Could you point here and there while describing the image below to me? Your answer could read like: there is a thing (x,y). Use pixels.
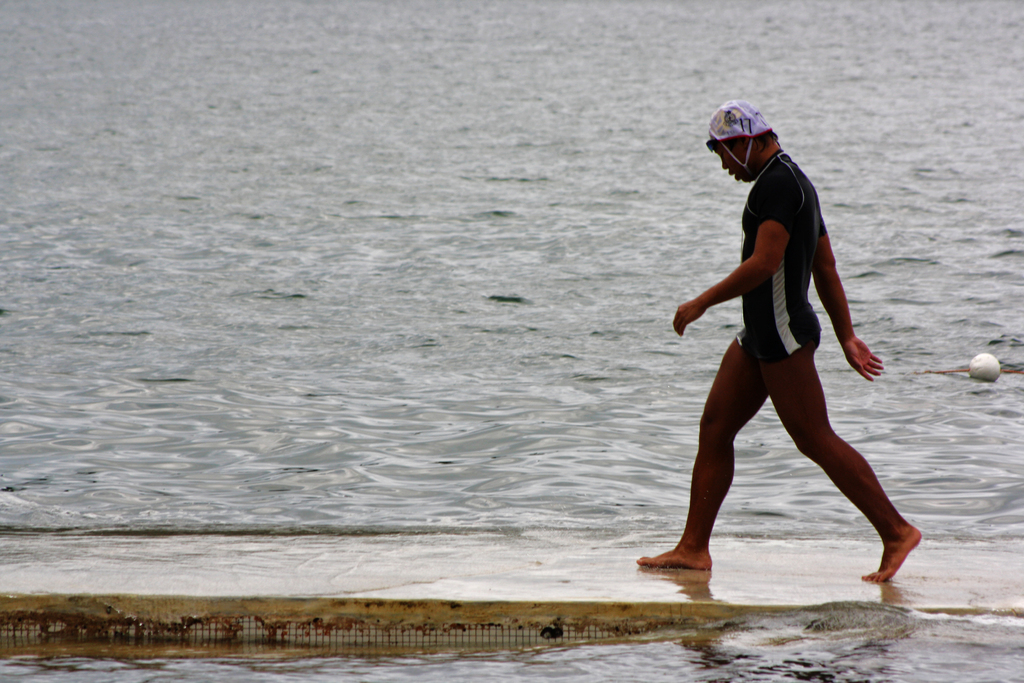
In this image we can see a person (789,325) walking on a floor (287,543) and there is a water (492,226) around it.
